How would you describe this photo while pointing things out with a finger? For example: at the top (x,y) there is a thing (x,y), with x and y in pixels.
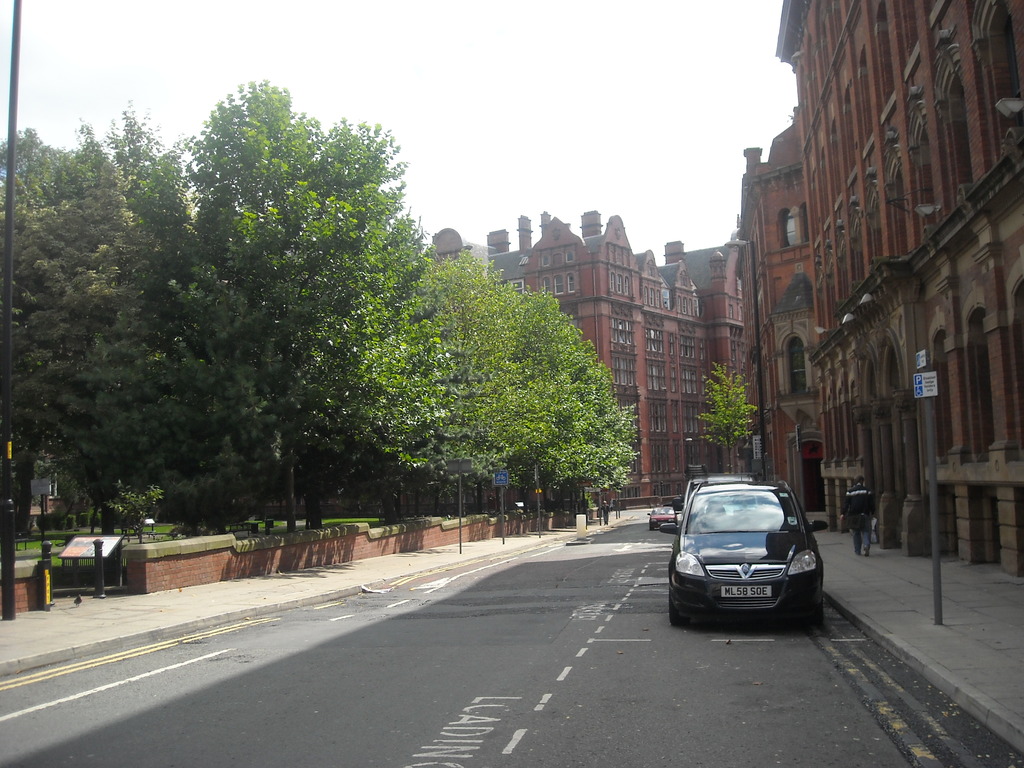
At the bottom of this image (583,663), we can see there are white color lines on a road (449,656), on which there are vehicles (784,611). On the left side (212,542), there are trees (329,431), a footpath (272,579), a wall (17,572) and grass (39,539) on the ground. On the right side (730,471), there are poles (930,491), a tree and a person (855,501) on a footpath (1013,638) and there are buildings (847,366). In the background (699,245), there are buildings (690,324) and there are clouds (343,49) in the sky (313,69).
